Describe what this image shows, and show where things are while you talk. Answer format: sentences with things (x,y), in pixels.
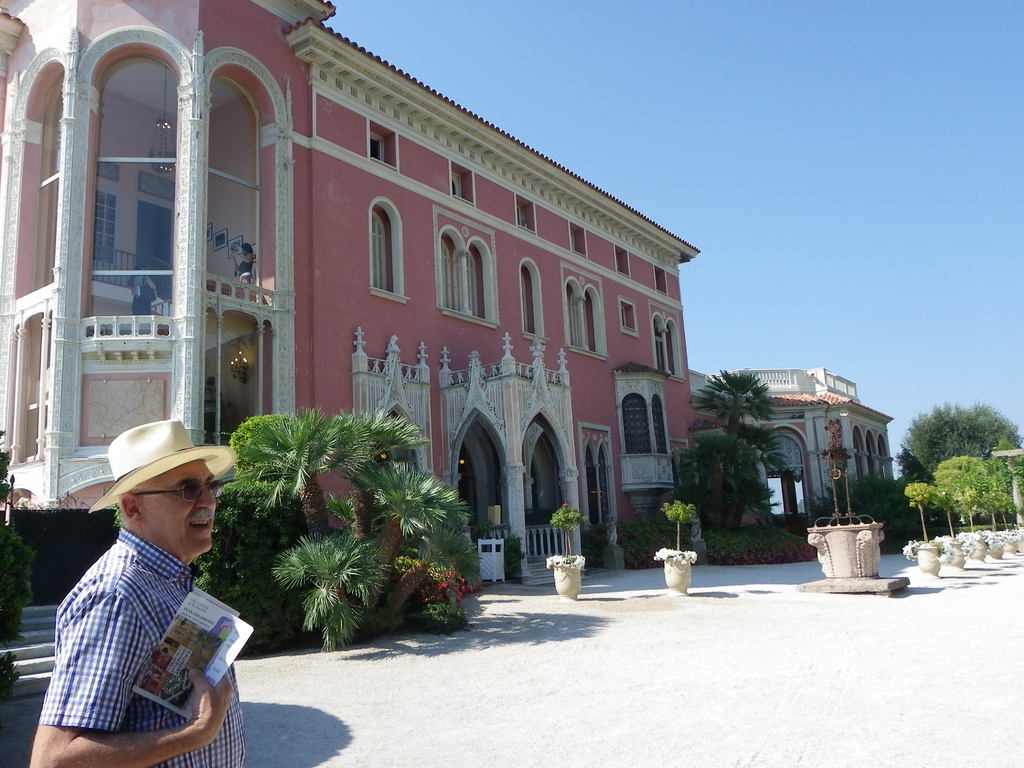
In this image, I can see the buildings (473,345) with the glass doors (226,331). Here is the man (182,752) holding a paper (171,664) and standing. These are the trees (725,503) and bushes (243,560). I can see the flower pots (570,591) with the plants (963,549) in it. I think there are two people (135,297) standing inside the building (321,244). This is the sky (886,231). This looks like the pathway (658,684).
